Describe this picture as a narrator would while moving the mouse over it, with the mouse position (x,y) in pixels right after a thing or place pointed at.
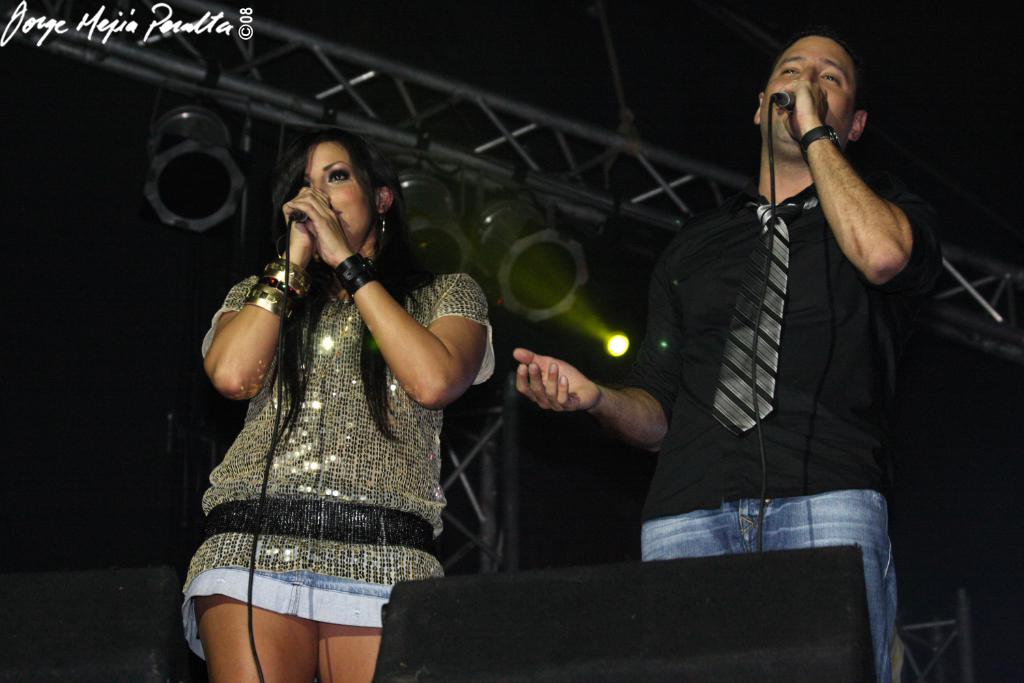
In this picture we can see a woman (198,636) and a man (758,209) singing on the mike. And this is light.
